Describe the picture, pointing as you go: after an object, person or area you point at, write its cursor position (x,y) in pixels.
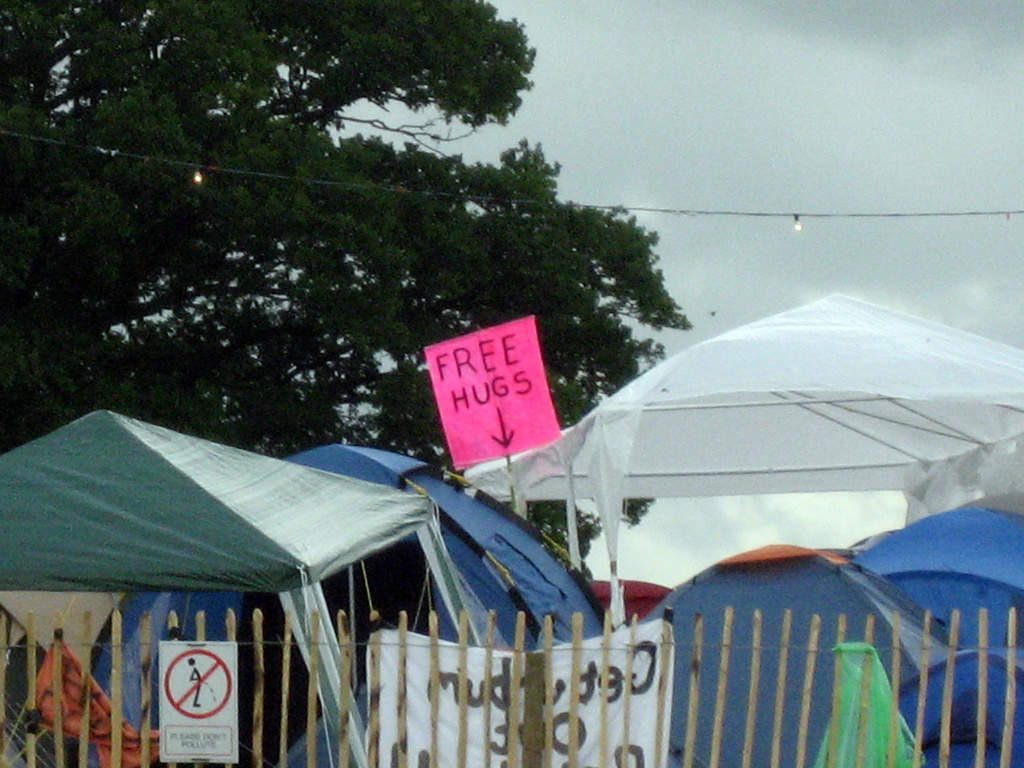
This is an outside view. At the bottom (27,713) there is a fencing (520,674). Behind there are many tents (424,517) and also there are few boards (511,428) on which I can see the text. In the background (279,194) there are trees (350,211). At the top of the image (836,88) I can see the sky (917,153).
